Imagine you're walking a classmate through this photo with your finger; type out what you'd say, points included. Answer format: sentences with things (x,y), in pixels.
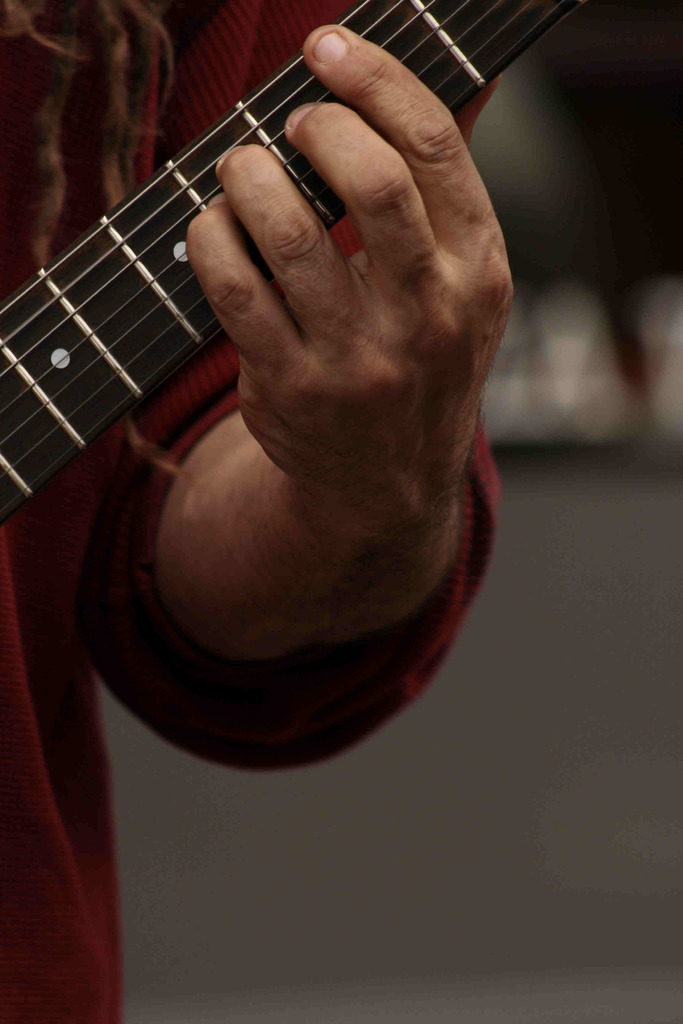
The image consist of a person (15,888), he is holding a guitar (183,280), his fingers (357,173) are placed on the strings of the guitar (136,345).
